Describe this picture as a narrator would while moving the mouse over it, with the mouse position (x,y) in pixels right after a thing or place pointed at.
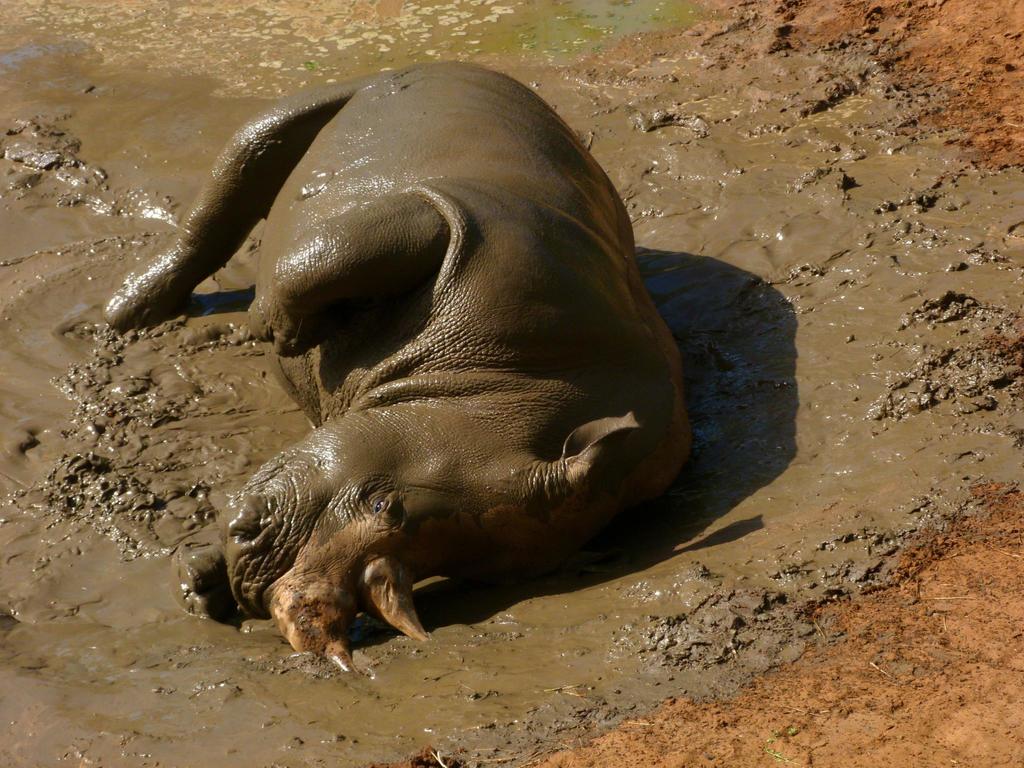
In the image I can see a rhinoceros (418,302) lying in the mud water (226,449).
